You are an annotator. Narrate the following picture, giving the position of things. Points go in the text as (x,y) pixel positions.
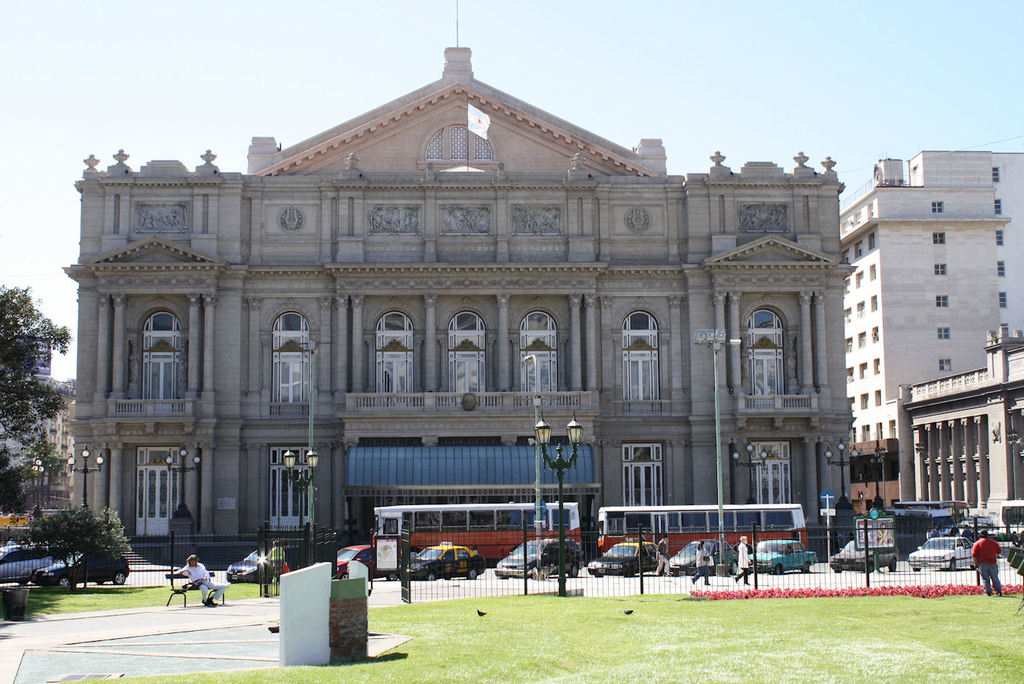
In this image I can see few vehicles (796,517) on the road (827,574) and I can see group of people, some standing and some are walking, few light poles (839,513), the railing (654,558), few buildings (648,208) in cream and brown color, trees (15,355) in green color and the sky (112,80) is in white color.
